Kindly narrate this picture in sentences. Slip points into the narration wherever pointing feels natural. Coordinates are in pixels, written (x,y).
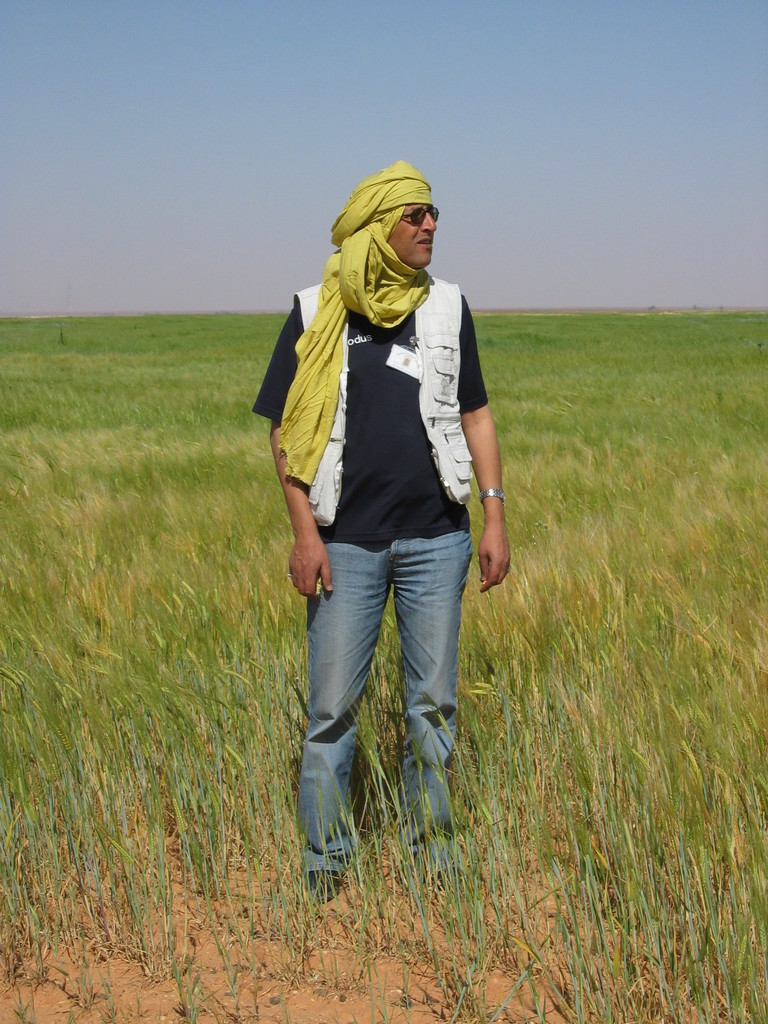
In this image there is a person (362,494) standing, behind the person (365,566) there is grass (200,670).
